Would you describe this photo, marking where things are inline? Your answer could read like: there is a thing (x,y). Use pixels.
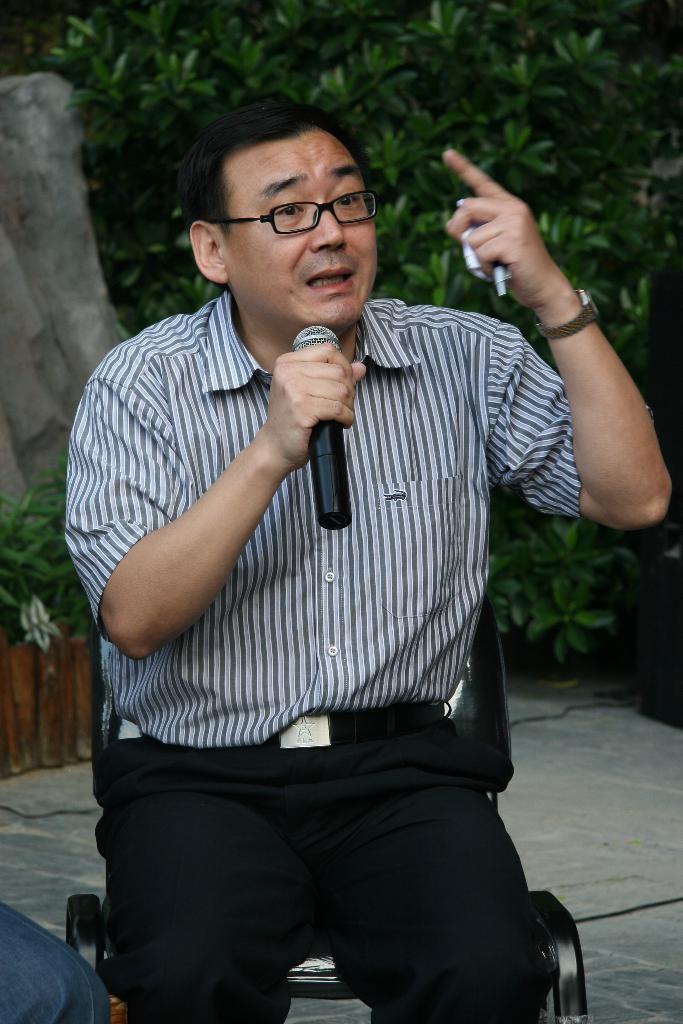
In the center of the image (264,661) we can see one person (378,561) is sitting and he is holding a microphone (322,511) and some object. And we can see he is wearing glasses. At the bottom left side of the image (86,997), there is a cloth (64,975). In the background (40,150), we can see plants (506,60) and a few other objects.
